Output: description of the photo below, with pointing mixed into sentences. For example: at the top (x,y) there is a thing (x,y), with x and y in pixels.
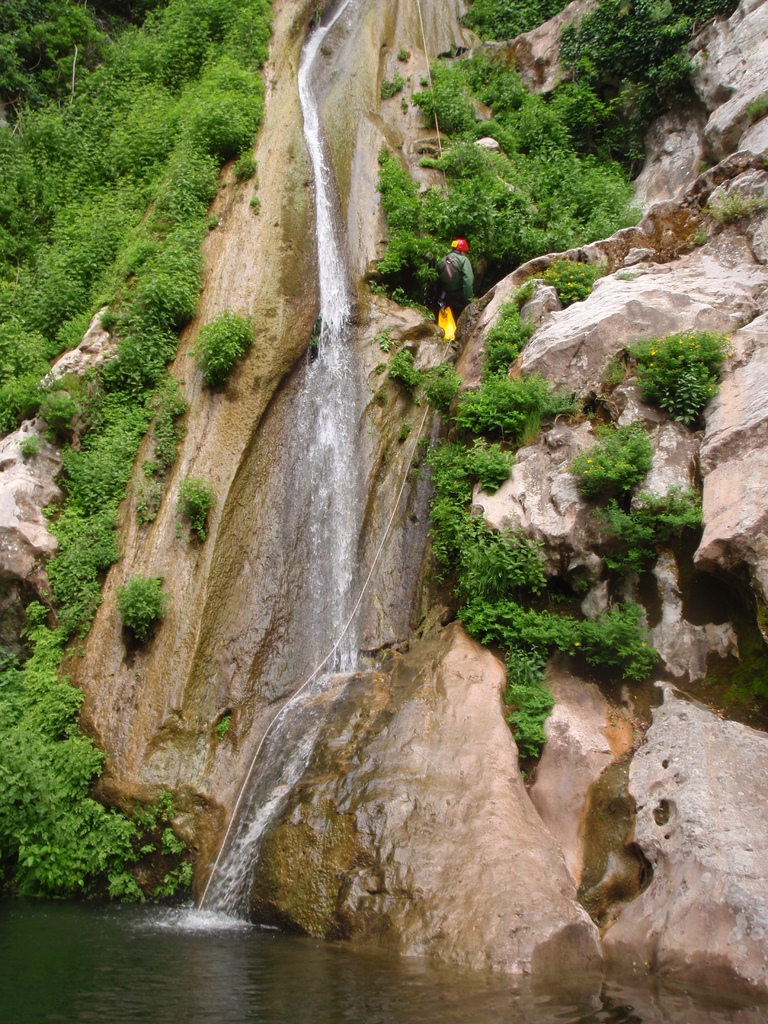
This is a water fall (307,595), in the down it is water (190,965), there are trees (109,74) on this hill (550,372).
